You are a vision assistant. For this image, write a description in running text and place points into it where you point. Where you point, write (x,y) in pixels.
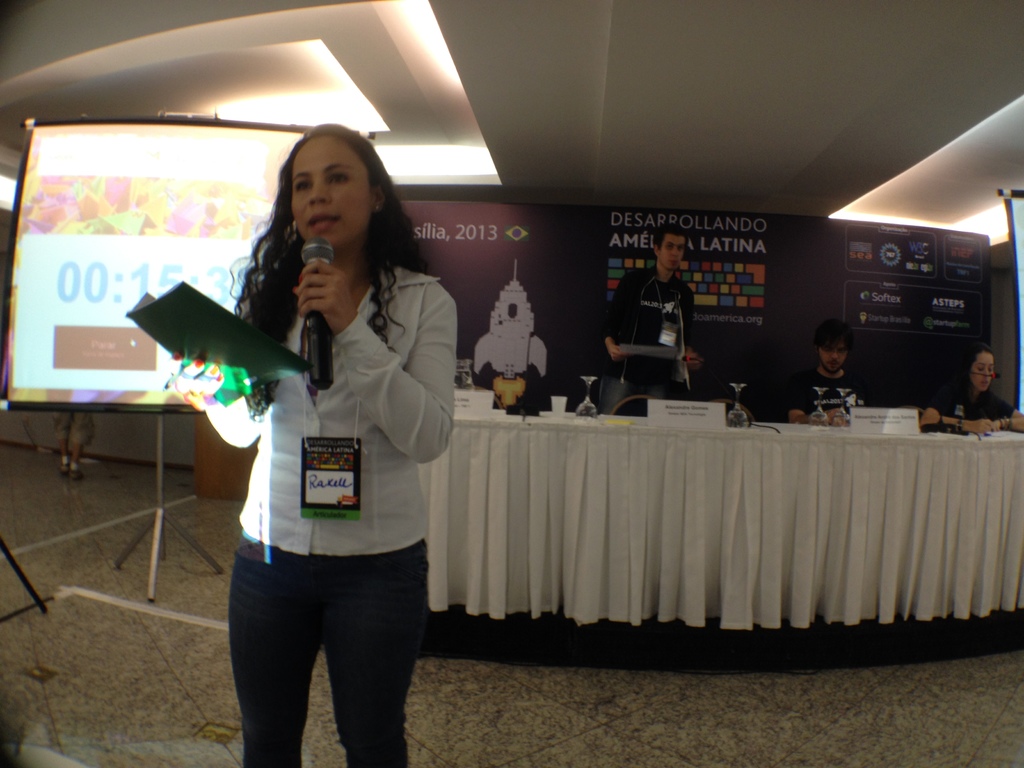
In the image there is a woman (355,391) in white shirt (349,379) and black pant (333,636) talking on mic (329,339) in the front (340,397) holding a file (257,340) behind her and there are few persons (636,402) sitting in front of table (925,578) and on the left side (119,254) there is a screen (162,181), on the background (452,219) there is a banner (567,259) on the wall (999,260) and the ceiling (965,211) has lights (480,175).
